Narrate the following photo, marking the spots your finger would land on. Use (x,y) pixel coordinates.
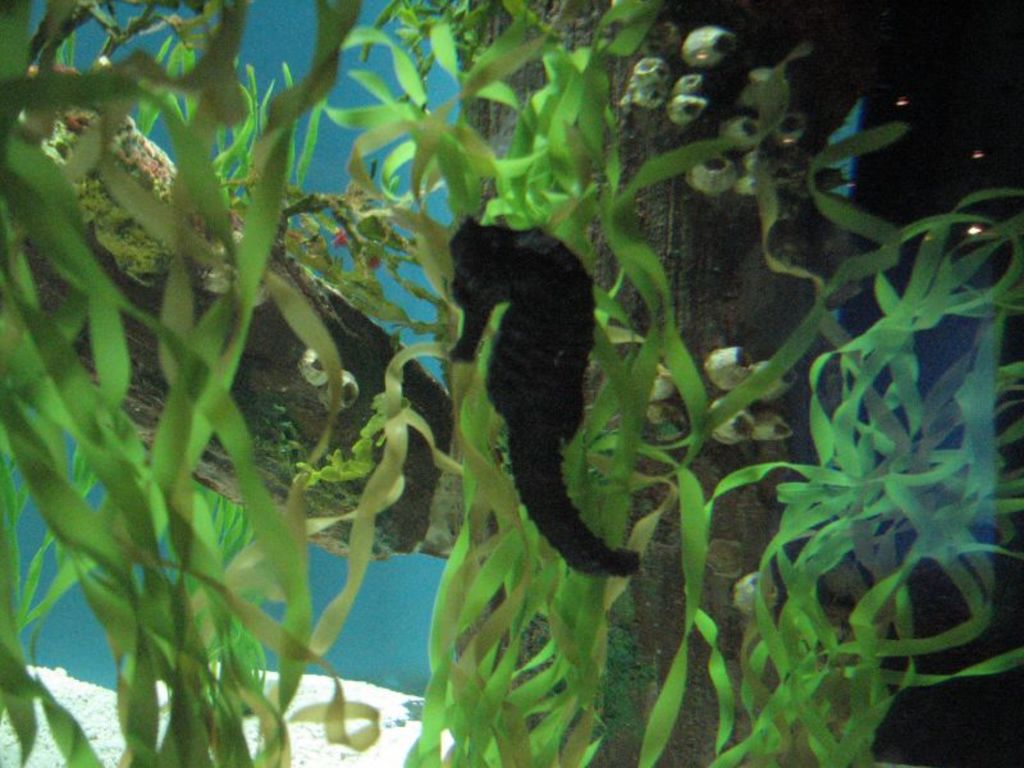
This is the picture of a water (999,250). In this image there is a seahorse (506,398) and there are marine plants (589,667) in the water (606,611).
